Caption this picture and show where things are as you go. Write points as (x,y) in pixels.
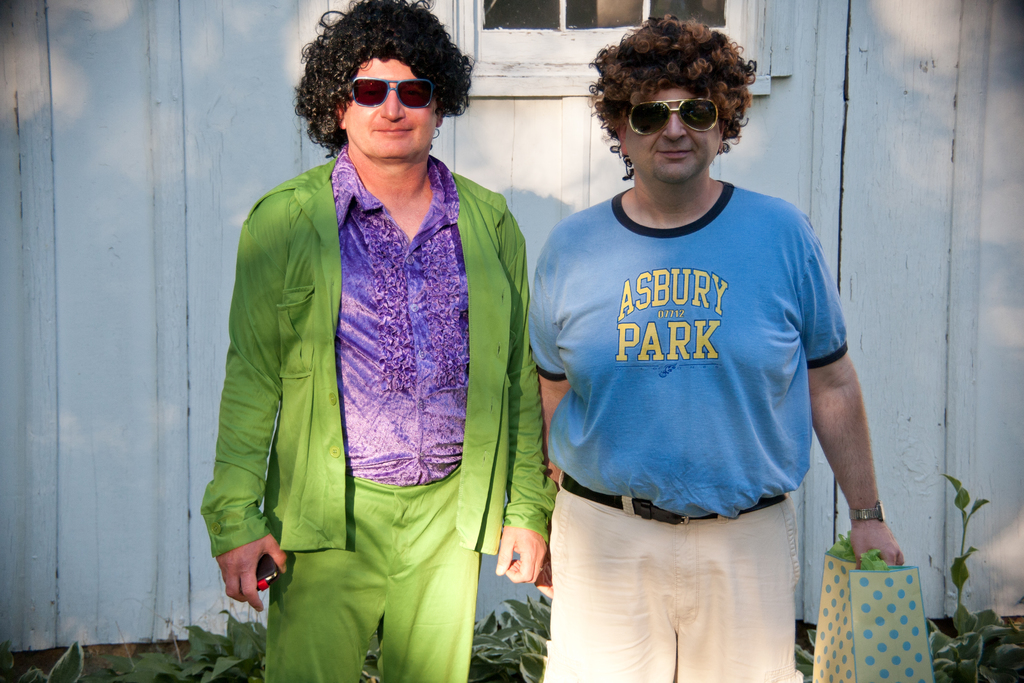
There are two men (394,217) standing and behind them we can see a wall (253,167) and a window (473,9) and at the bottom (191,678) we can see plants (1017,668) and the left side person (329,527) is holding a mobile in his hand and the right side person (695,681) is holding a bag (856,648) in his hand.
